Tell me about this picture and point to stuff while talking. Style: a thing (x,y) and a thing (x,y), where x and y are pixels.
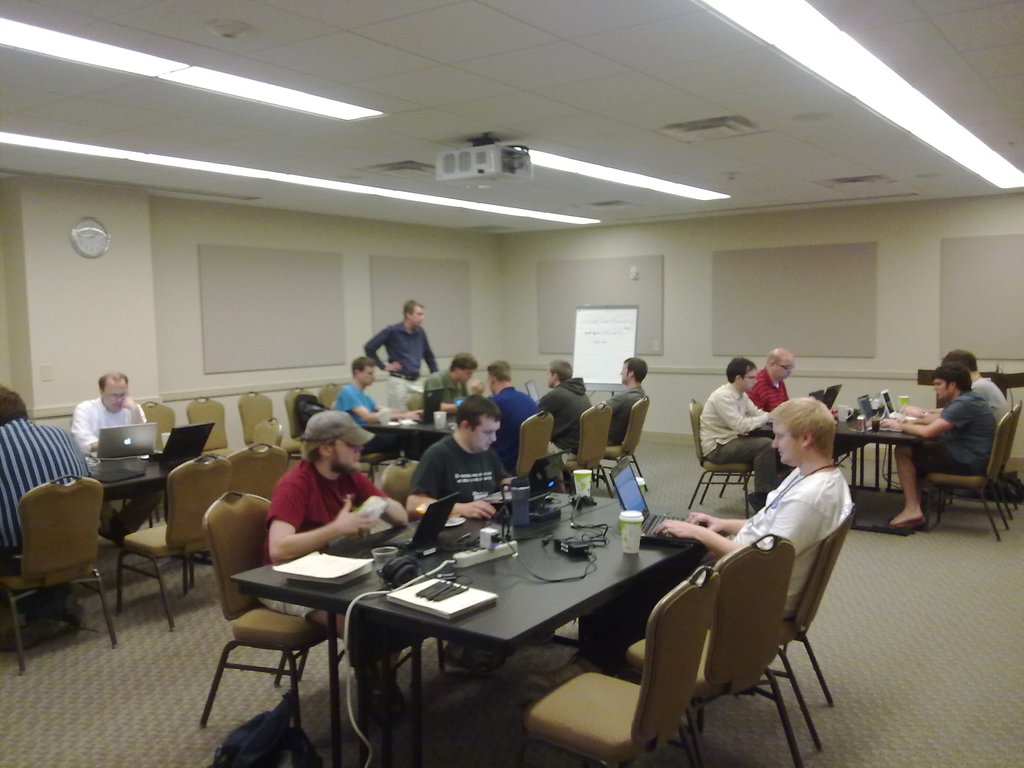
In the given image we can see there are many people (414,348) sitting on chair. This is a table (493,577) on which the system laptops (415,546) are kept. These are the glasses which are kept on the table (609,550). This is a projector (494,175).
